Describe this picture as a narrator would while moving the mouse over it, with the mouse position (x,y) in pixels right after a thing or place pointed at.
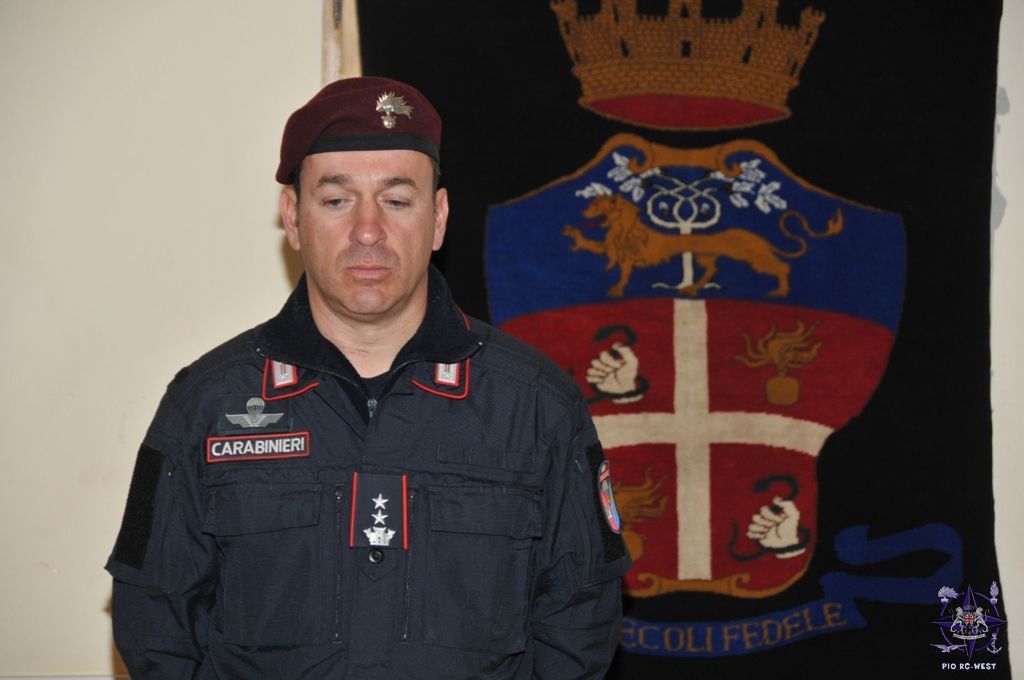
In the image we can see there is a white wall (122,138) and beside it there is poster (746,67) where a crown (717,59) is drawn and a shield shape logo (631,292) and the man (444,555) is standing in front of it. He is wearing a cap (381,107) and a jacket (391,522) and the name plate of it says as "Carabinieri".
